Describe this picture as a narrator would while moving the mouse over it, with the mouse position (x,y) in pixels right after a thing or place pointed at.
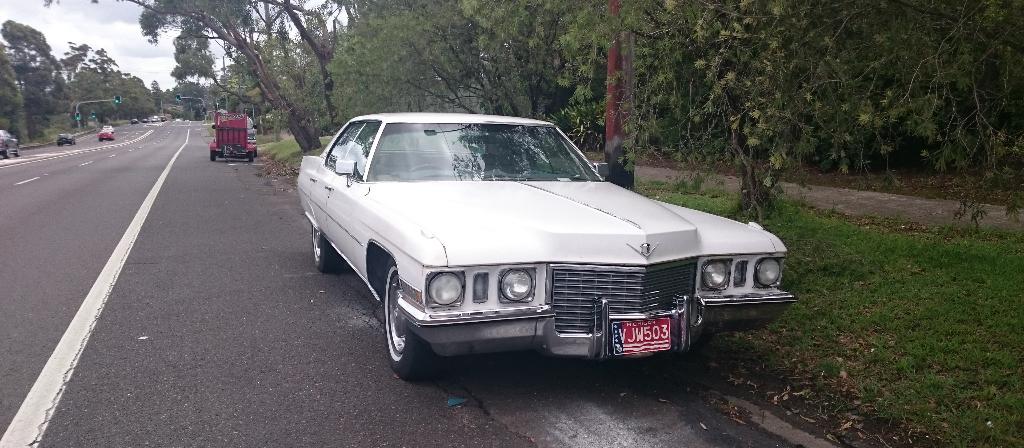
In this image I can see vehicles (422,261) on the road (102,239). In the background (315,118) I can see trees (323,127), the grass (872,331), traffic lights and the sky (145,46). Here I can see white lines (97,291) on the road (345,309).
